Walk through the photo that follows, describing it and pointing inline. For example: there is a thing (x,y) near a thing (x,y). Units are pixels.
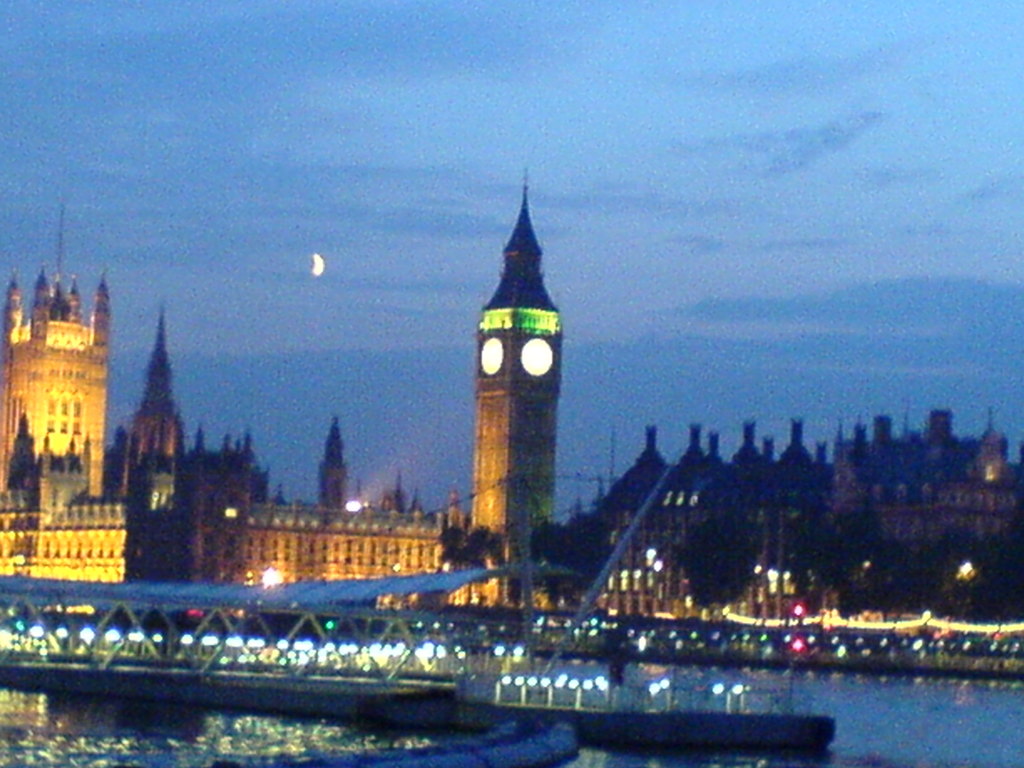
In this image, in the middle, we can see few boats (706,734) which are floating on the water (836,758). In the background (300,577), we can see some buildings (147,479), tower (60,454), trees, we can also see a moon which is on the sky (741,313), at the bottom (1011,761), we can see water (1011,761) in a lake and few lights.
